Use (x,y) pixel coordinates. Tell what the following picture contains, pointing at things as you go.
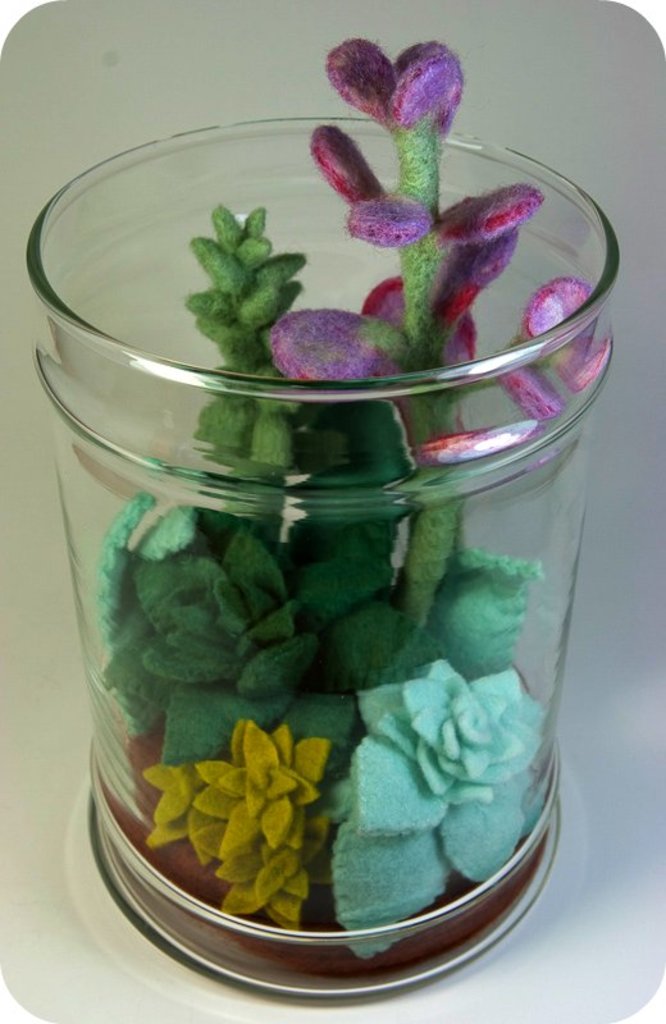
In the foreground of this image (521,362), there is an artificial flower vase (359,699) on the white surface (154,981).
